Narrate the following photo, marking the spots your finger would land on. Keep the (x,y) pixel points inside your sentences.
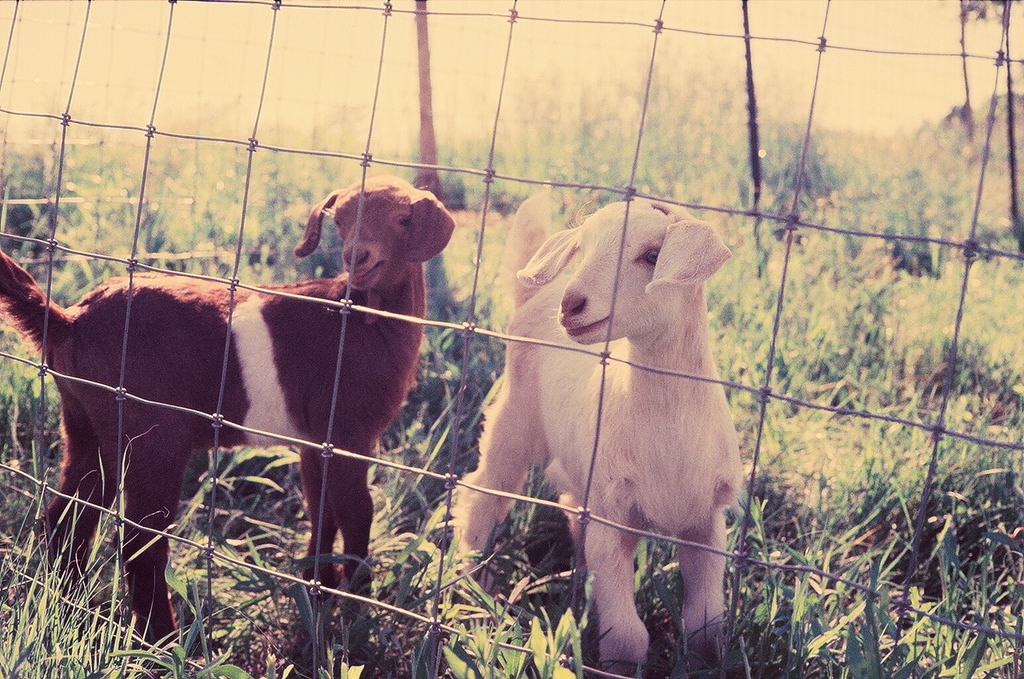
This image consists of two goats (228,397). At the bottom (284,637), there are plants (551,603) and grass (381,582) on the ground (504,591). In the front (610,523), there is a fencing (125,627).
